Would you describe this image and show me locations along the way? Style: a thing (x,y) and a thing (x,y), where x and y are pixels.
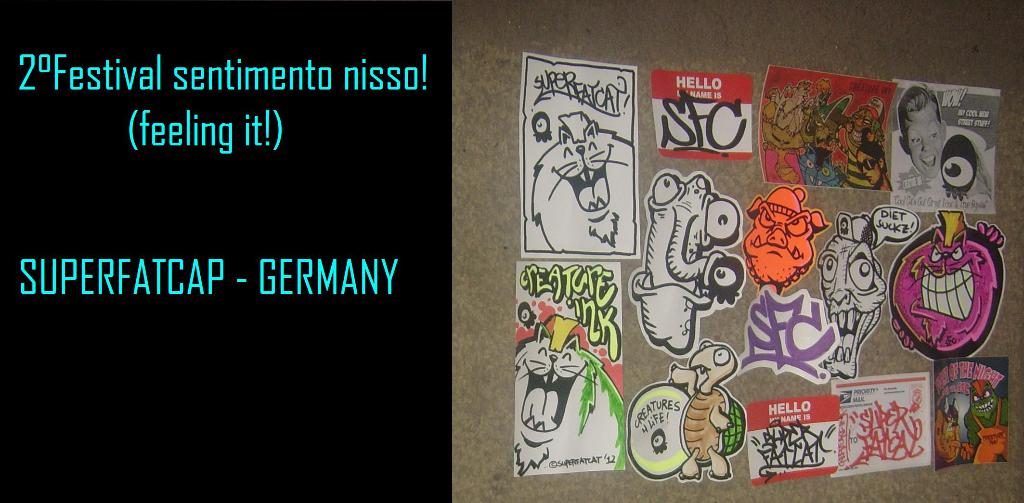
In this picture we can see a wall (825,28) on the right side (774,29), there are some stickers (937,255) pasted on the wall (896,39), we can see some text (186,116) on the left side (186,116).
